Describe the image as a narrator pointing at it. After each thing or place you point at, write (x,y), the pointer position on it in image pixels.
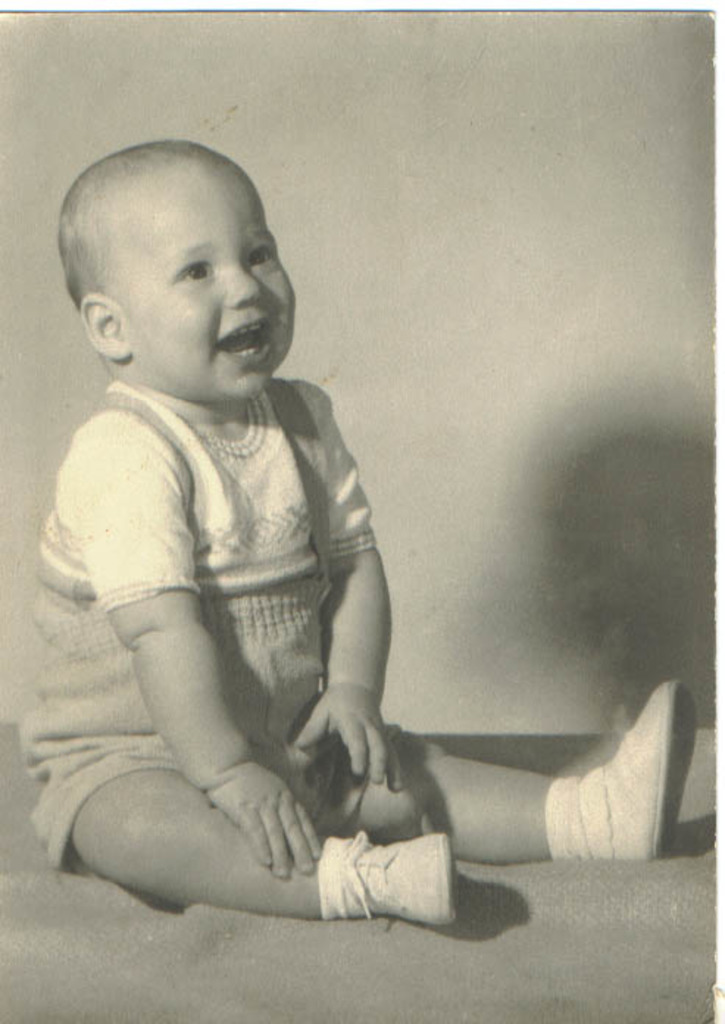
In the center of this picture (310,513) we can see a kid (254,511) sitting and seems to be smiling. In the background (605,329) we can see an object (541,442) on which we can see the shadow (659,605).
